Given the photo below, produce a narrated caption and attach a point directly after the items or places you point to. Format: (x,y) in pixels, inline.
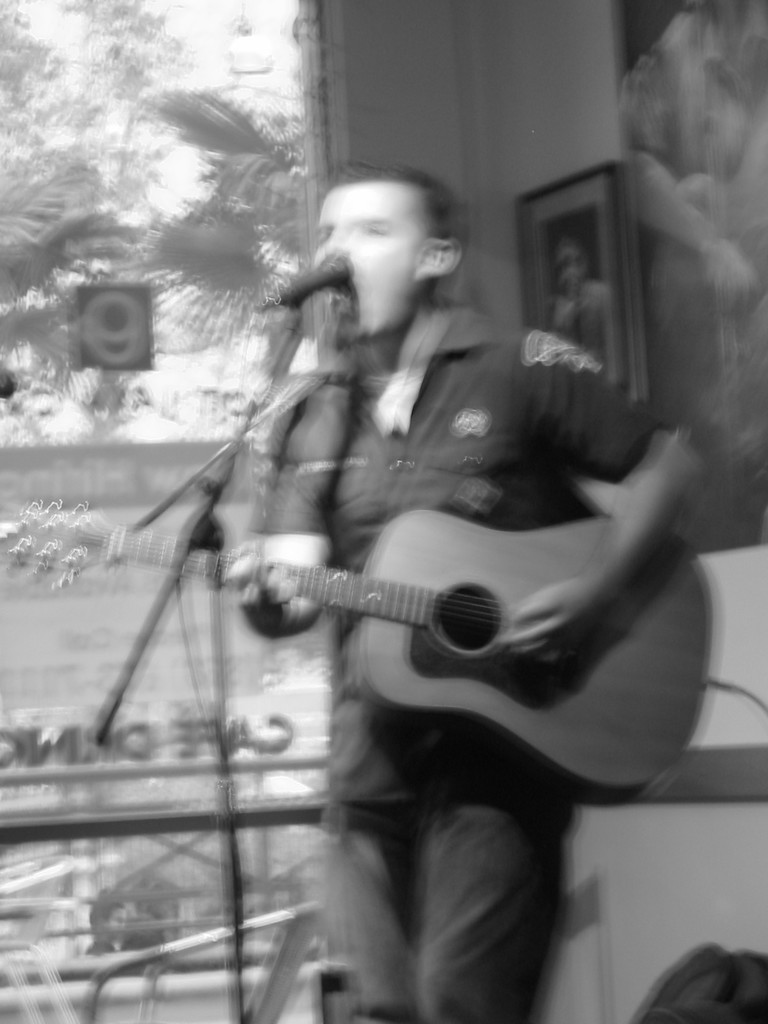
This image might be clicked in a musical concert. There is a person (288,619) standing in the middle (481,428), there is a mic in front of him he is singing something. He is playing guitar (519,548), there are trees (138,202) on the left side (168,296), there is a photo frame (633,357) on the right side (630,369).
